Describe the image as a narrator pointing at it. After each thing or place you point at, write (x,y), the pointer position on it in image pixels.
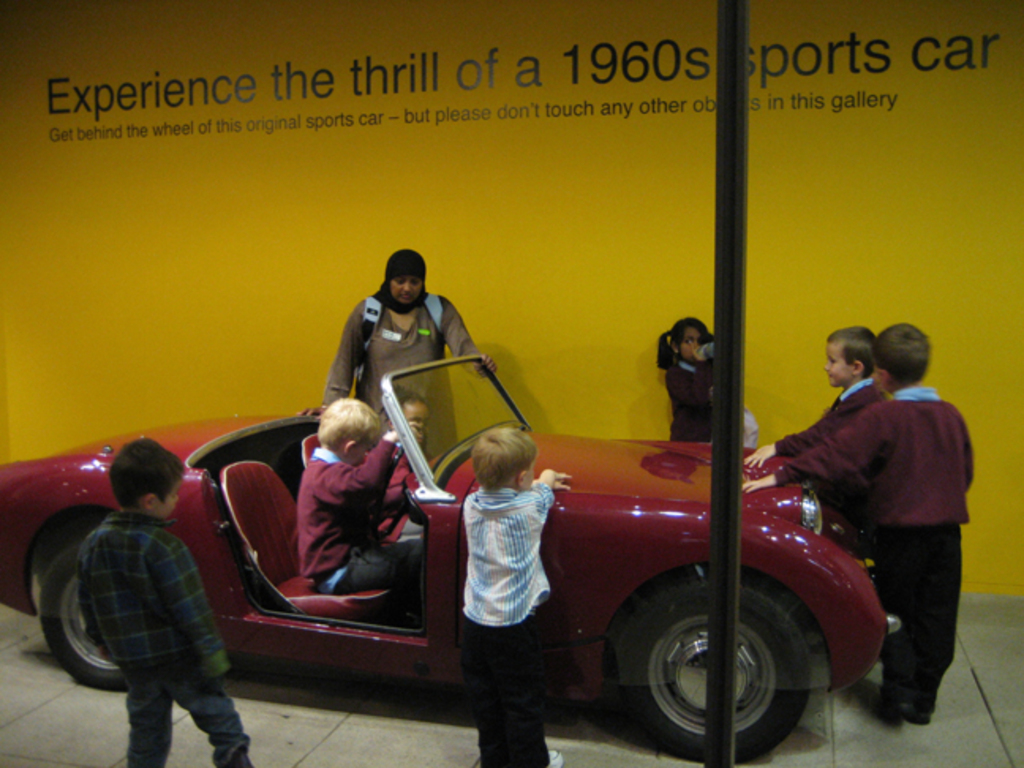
In this image I can see group of people (950,570), some are standing and some are sitting. In front (638,505) I can see the car (664,526) and the car (637,520) is in red color and I can see two persons (380,510) sitting in the car (279,540) and the background (531,302) is in yellow color. In front (725,250) I can see the pole (738,365).
